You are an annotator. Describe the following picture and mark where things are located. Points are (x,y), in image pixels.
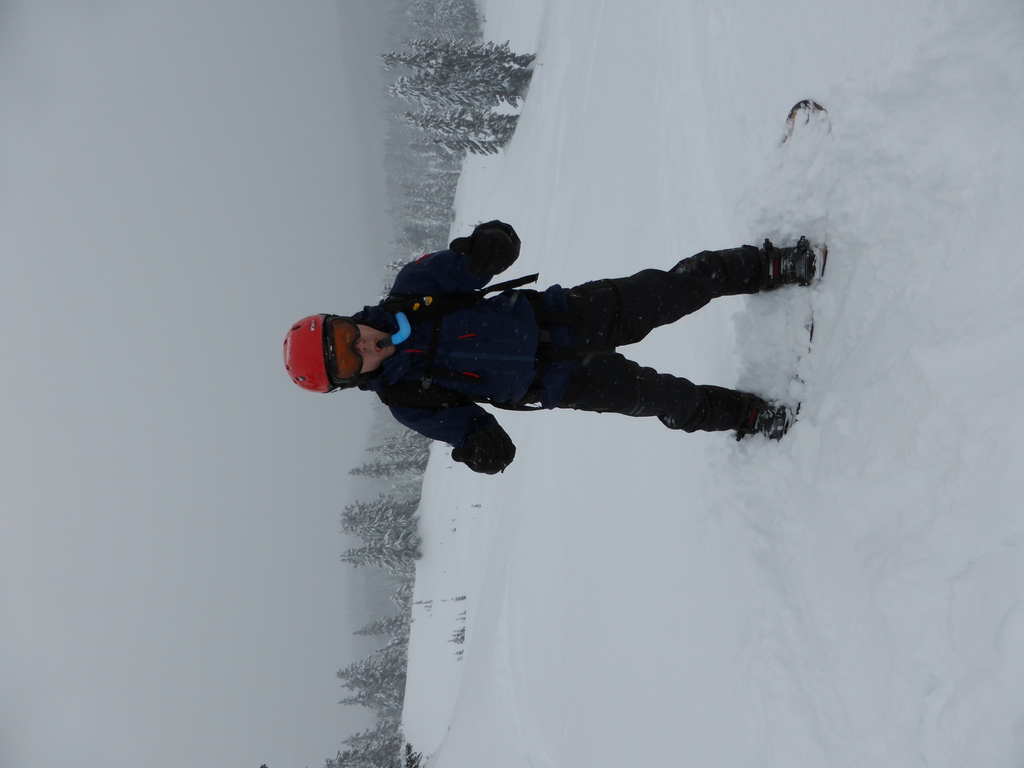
The man (410,364) in black jacket (520,363) who is wearing a red helmet (318,335) snowboarding. At the bottom of the picture (674,516), we see snow (694,520). There are trees (374,652) in the background (380,667) and these trees (431,24) are covered with snow (418,63). On the left side of the picture (111,396), we see the sky (216,270).
